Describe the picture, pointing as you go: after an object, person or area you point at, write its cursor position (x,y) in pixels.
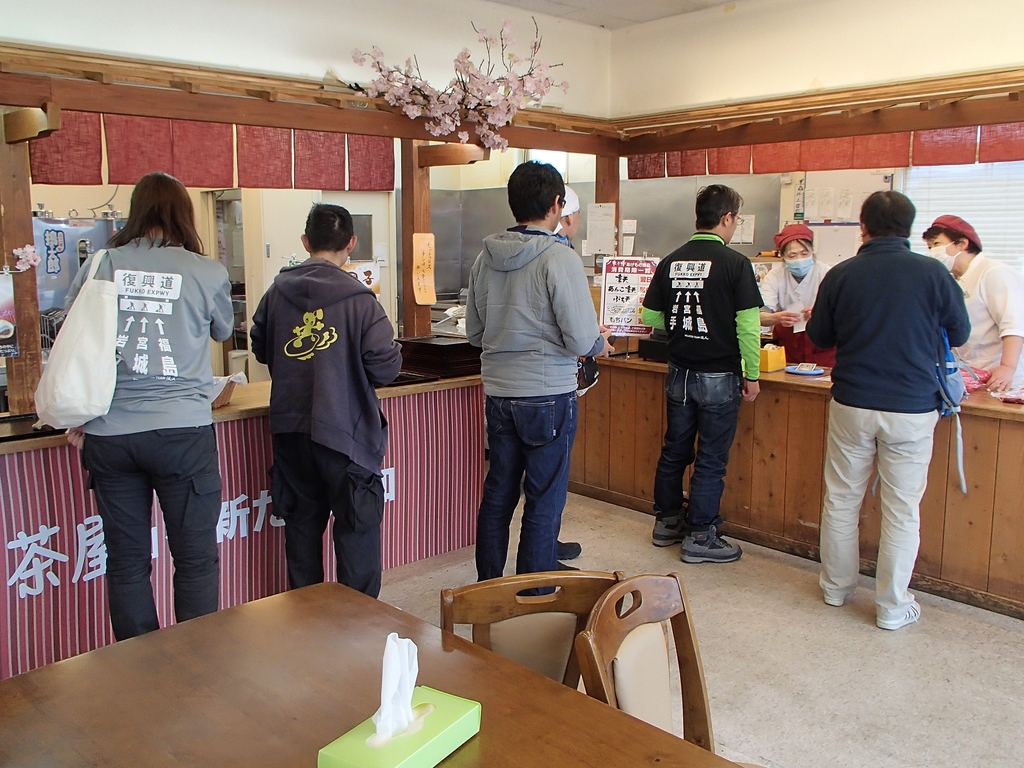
Few people (363,499) are standing in a line. On the left side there is a dining table (544,700) and chairs (580,660).
